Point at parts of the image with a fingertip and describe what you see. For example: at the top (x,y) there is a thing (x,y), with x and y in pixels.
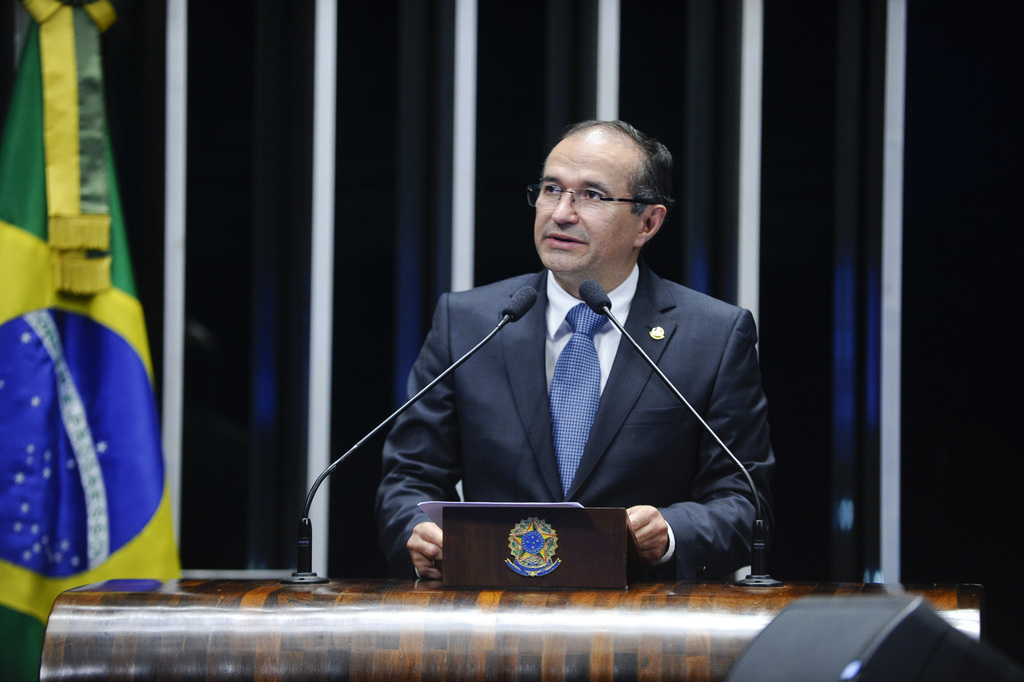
In this picture we can see a person (610,217), in front of him we can see a table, on this table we can see mics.
